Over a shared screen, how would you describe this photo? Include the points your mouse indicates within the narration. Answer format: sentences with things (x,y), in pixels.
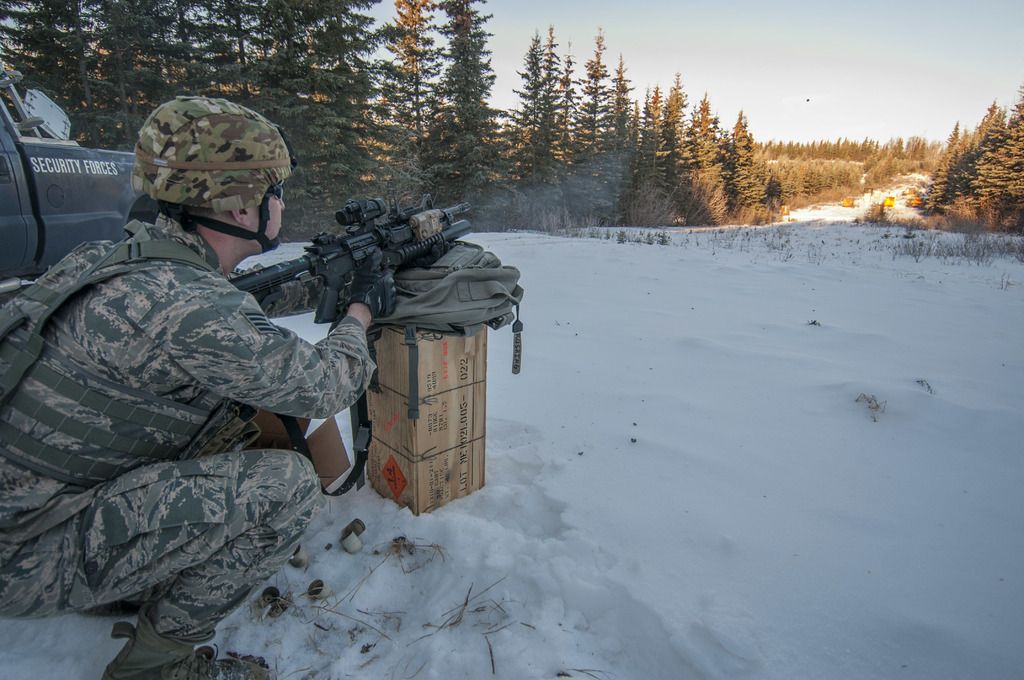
In this picture there is a soldier (45,609) on the left side of the image (284,355), by holding a gun (432,252) in his hands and there is a jeep (65,180) behind him, there is snow (488,337) in the center of the image (609,338) and there are trees (141,48) in the background area of the image (423,26).
